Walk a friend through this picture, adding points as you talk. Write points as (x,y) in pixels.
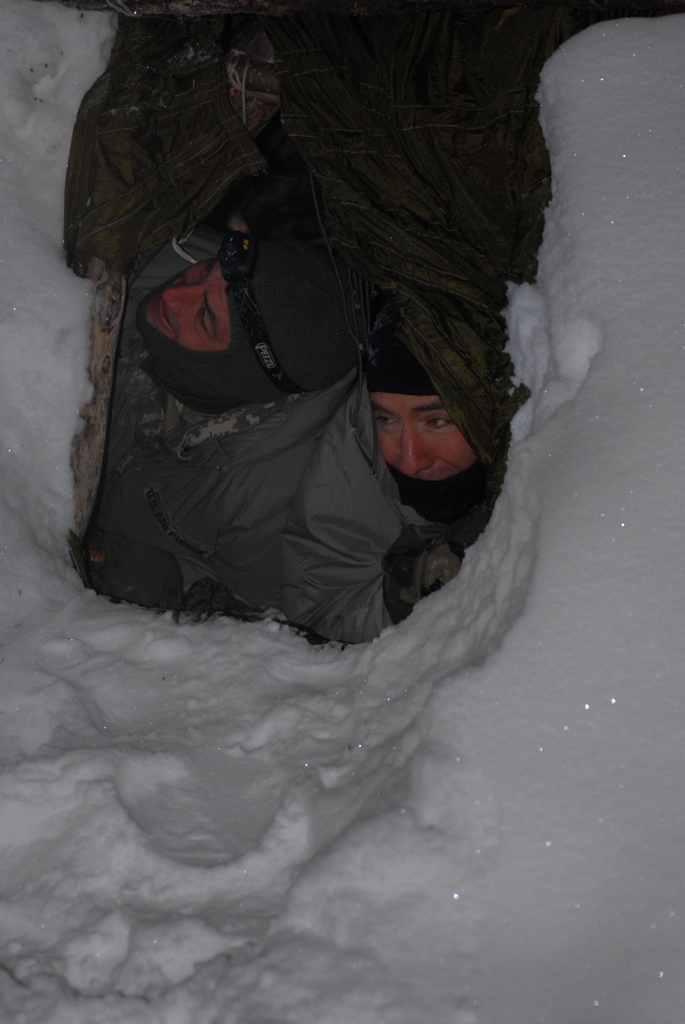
In this picture there are two people (308,421) in the center of the image (359,492), in between the snow (51,789).
